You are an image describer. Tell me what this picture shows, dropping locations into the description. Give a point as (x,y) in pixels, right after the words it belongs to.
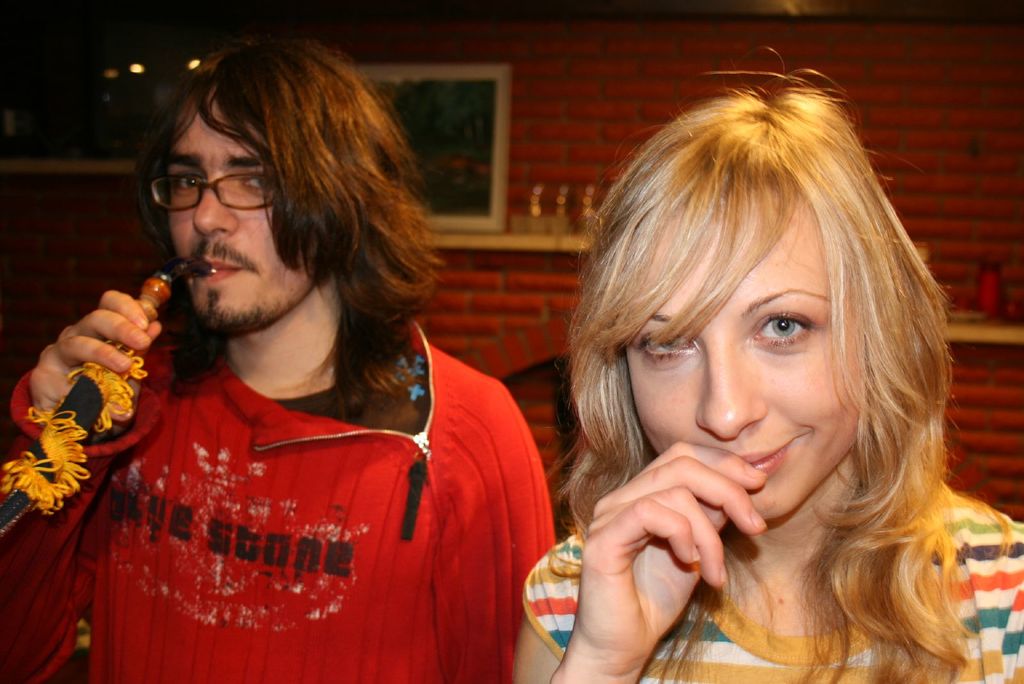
In this image there is a person (305,409) wearing a red top (311,504). He is holding a pipe (146,310) in his hand (96,343). He is wearing spectacles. Right side (803,514) there is a woman (852,462). A frame (441,191) and few objects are kept on the shelf (497,238). Background (468,273) there is a wall (931,72) having shelves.
